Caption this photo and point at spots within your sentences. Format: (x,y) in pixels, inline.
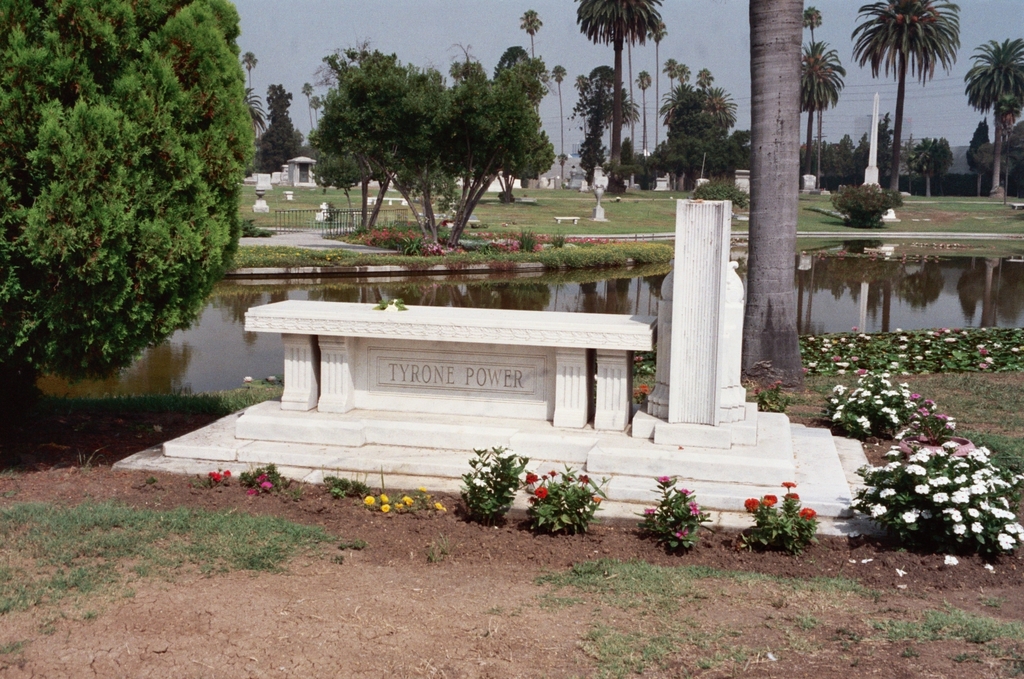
In this image there is a rock structure (461,398) with some text (432,376) on it, around the rock structure (450,379), there are plants (532,499), trees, flowers (896,390), water (828,330). In the background (586,177) there are few other rock structures (877,172), trees (668,150) and the sky (282,35).
